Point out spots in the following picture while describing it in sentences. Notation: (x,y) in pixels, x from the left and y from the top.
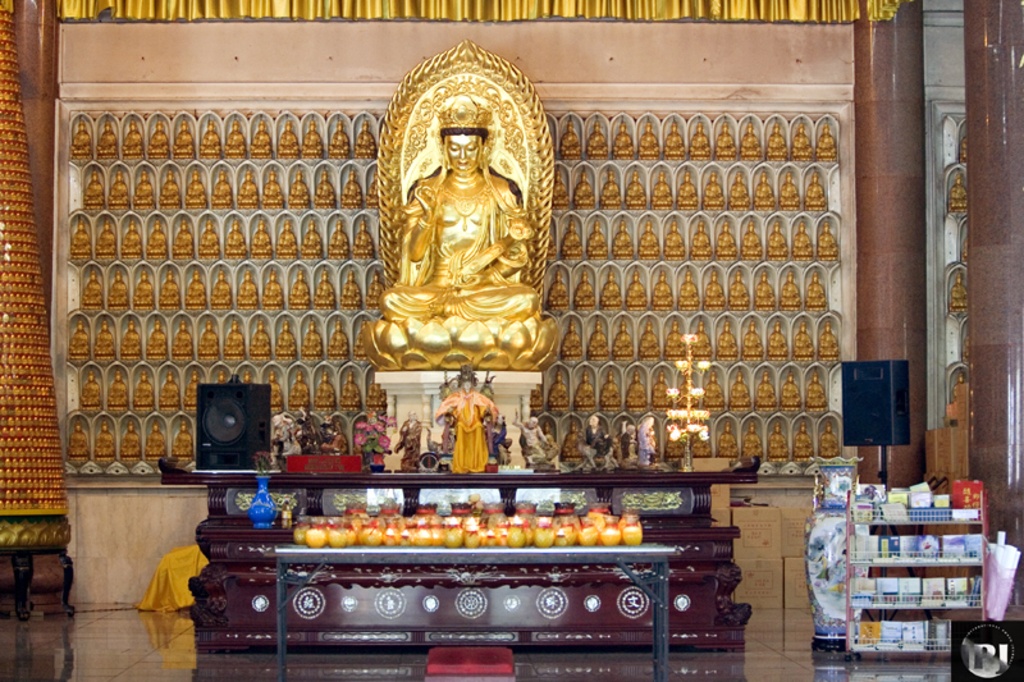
In this picture I can see a statue (491,275) and few small statues (490,428), a speaker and few items (398,513) on the tables (644,487). I can see another speaker (889,414) on the right side (882,402) and few items (875,590) on the shelves (881,521) and I can see a vase (841,578).
